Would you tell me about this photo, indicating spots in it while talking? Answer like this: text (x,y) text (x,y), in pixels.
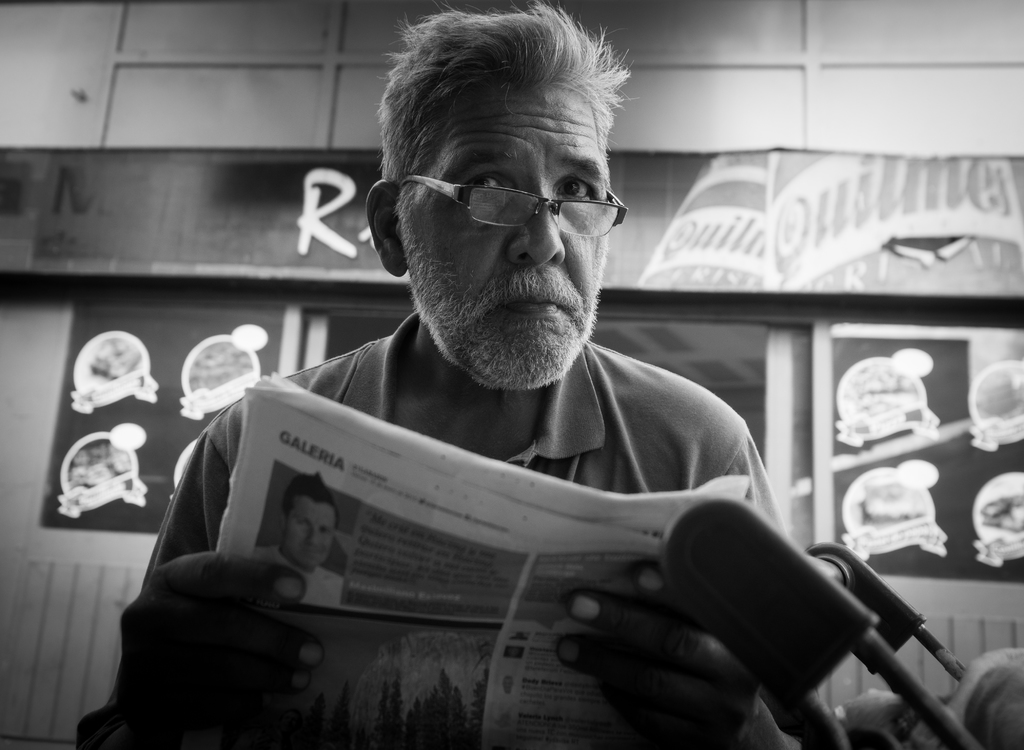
In this image I can see the black and white picture in which I can see a person (529,306) wearing spectacles (532,216) is holding a paper (479,540) in his hands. In the background (194,83) I can see the wall (208,63), a board (336,172) and few posters (878,441) to the wall (88,59).
